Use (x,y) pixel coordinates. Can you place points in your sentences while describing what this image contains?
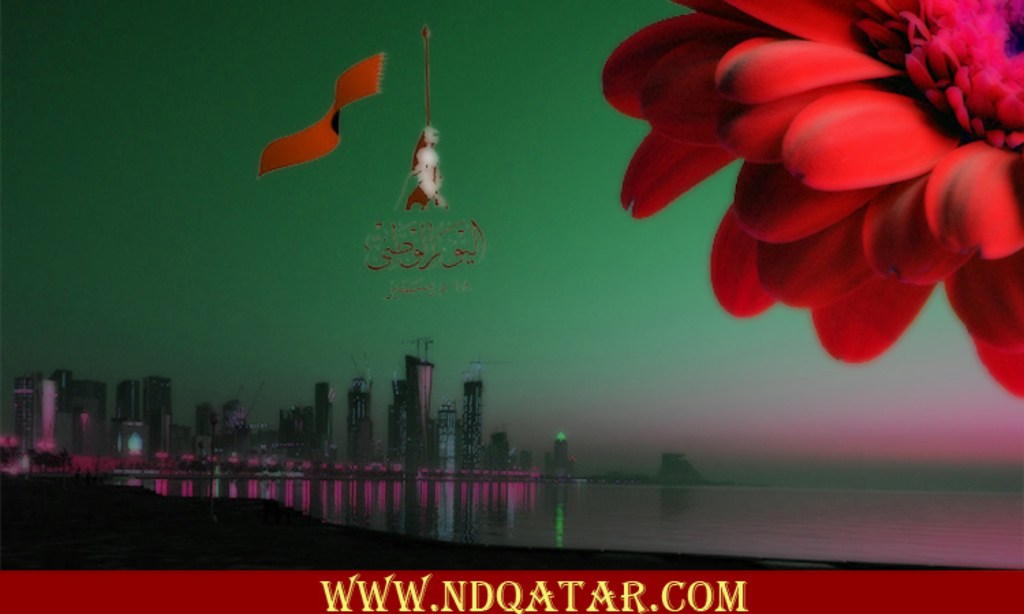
In this image we can see an ocean (707,522) and buildings (220,419). Top right of the image (814,146) one red color flower (886,151) is there, bottom watermark (489,596) is present.
